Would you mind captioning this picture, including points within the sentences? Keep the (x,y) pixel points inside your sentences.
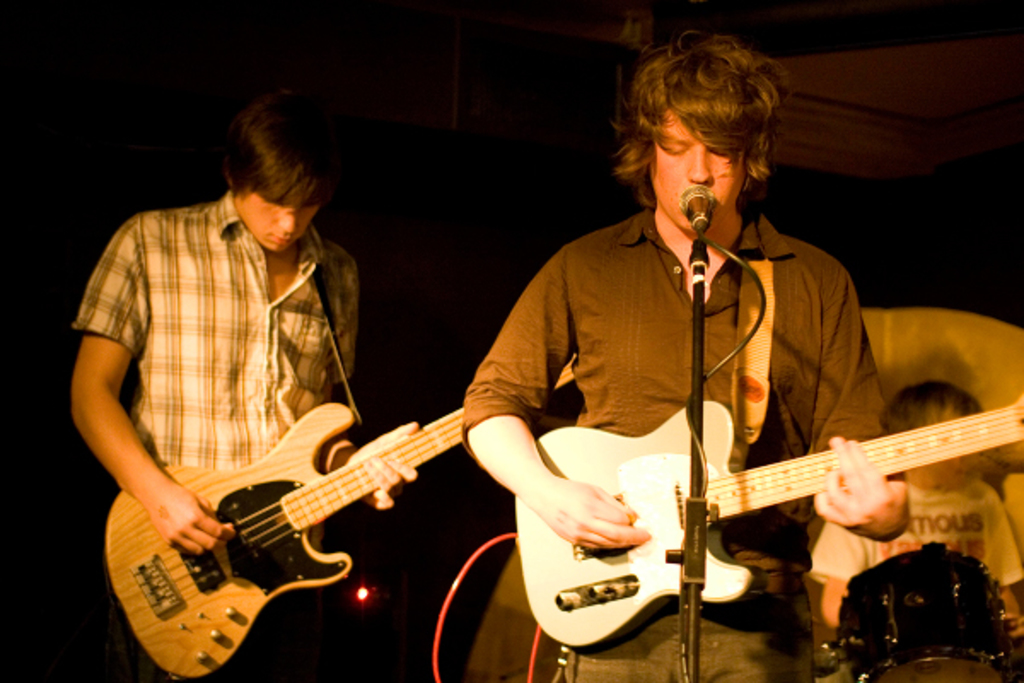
In this picture we can see three men (614,378) where two are playing guitar (722,446) and one is playing drums (947,585) and in front of this person (669,331) there is mic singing on it and in background (517,79) it is dark.
